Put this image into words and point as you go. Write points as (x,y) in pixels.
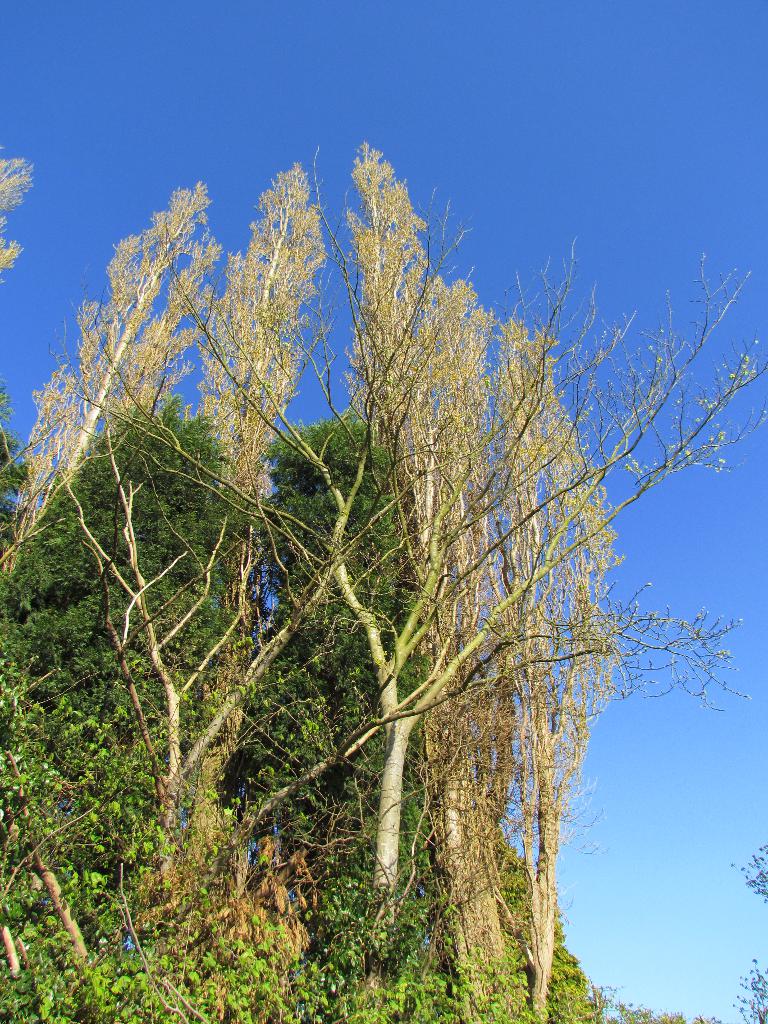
In this image I can see few trees (281,687) which are green and yellow in color and in the background (485,29) I can see the sky (721,795).
